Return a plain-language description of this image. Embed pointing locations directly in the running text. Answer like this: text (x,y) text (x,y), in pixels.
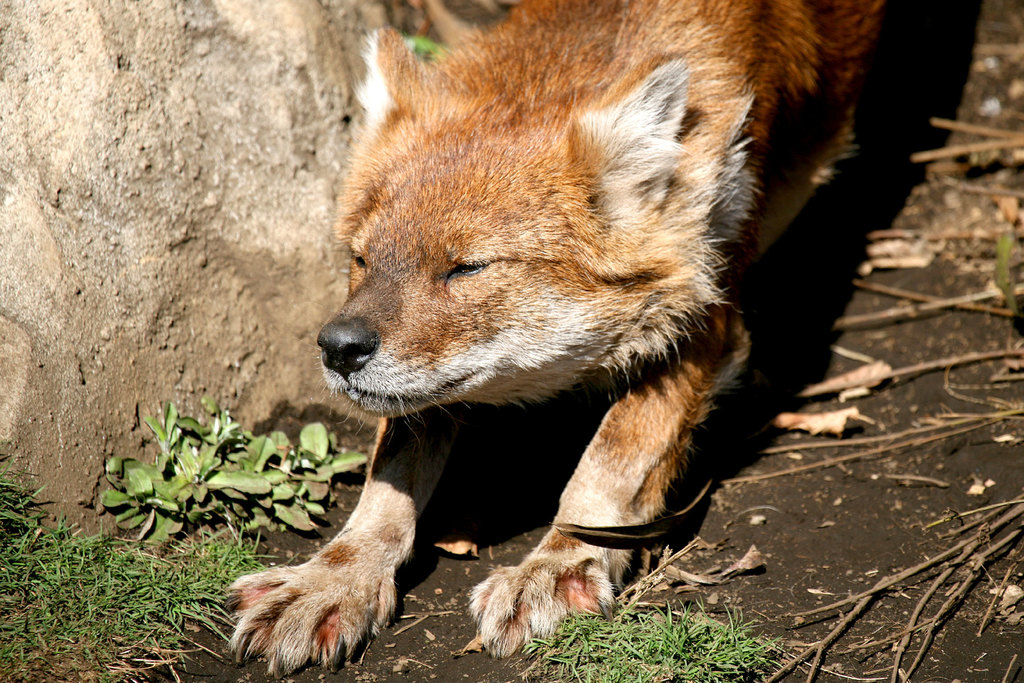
In this image there is a fox (469,211), beside the fox (367,269) there is a rock (307,240), in front of the fox (536,630) there is grass (634,678) on the surface (263,537).
